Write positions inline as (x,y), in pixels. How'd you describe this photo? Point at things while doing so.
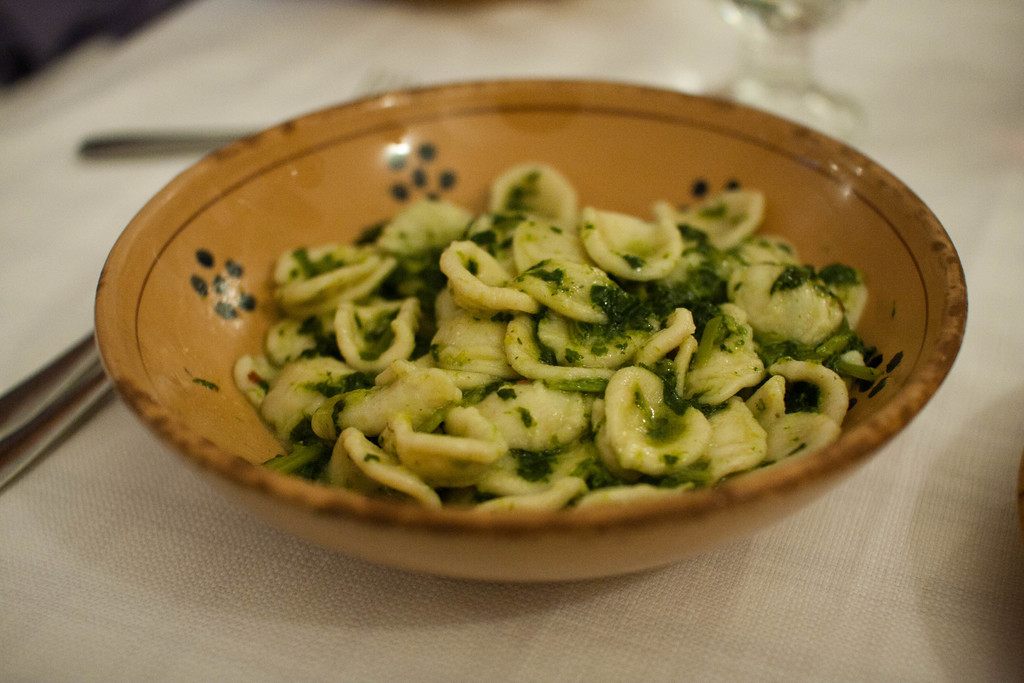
In this picture we can see a bowl (197,422), there is some food (504,379) in this bowl (214,422), we can see a blurry background (247,65), it looks like a cloth (19,335) at the bottom (58,479).
